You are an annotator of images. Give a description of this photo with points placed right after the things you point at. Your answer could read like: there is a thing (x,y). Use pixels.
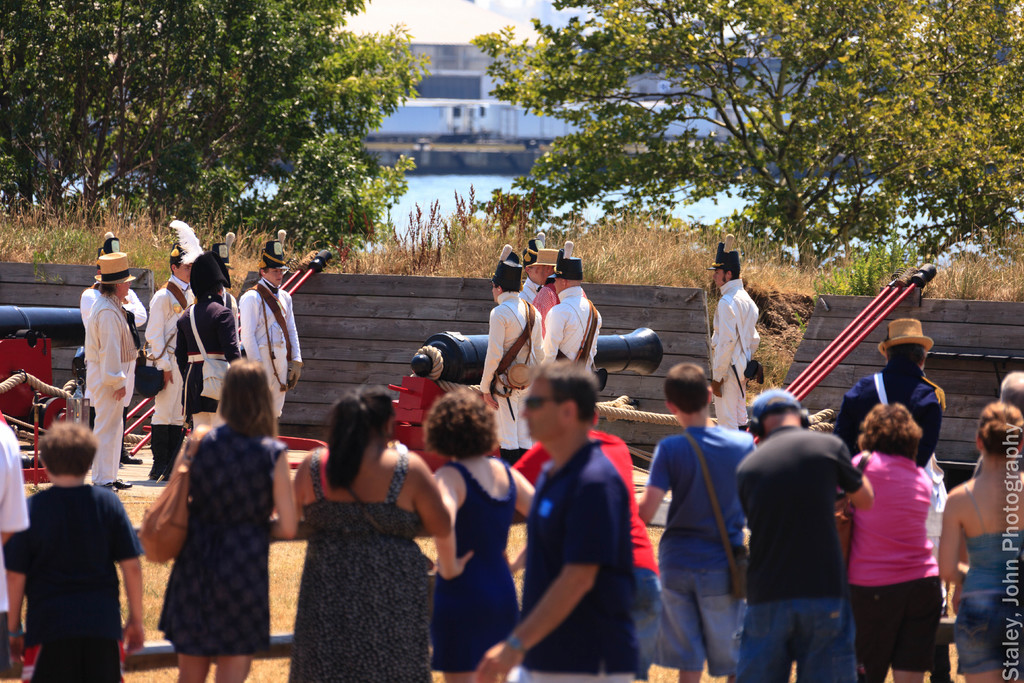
In this picture i can see few people (651,473) standing and buildings (472,117) and few trees (326,0) and grass (57,229) on the ground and I can see water (468,190) and a wall (689,307) and couple of cannons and we see few of them wore caps (191,259) on their heads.
